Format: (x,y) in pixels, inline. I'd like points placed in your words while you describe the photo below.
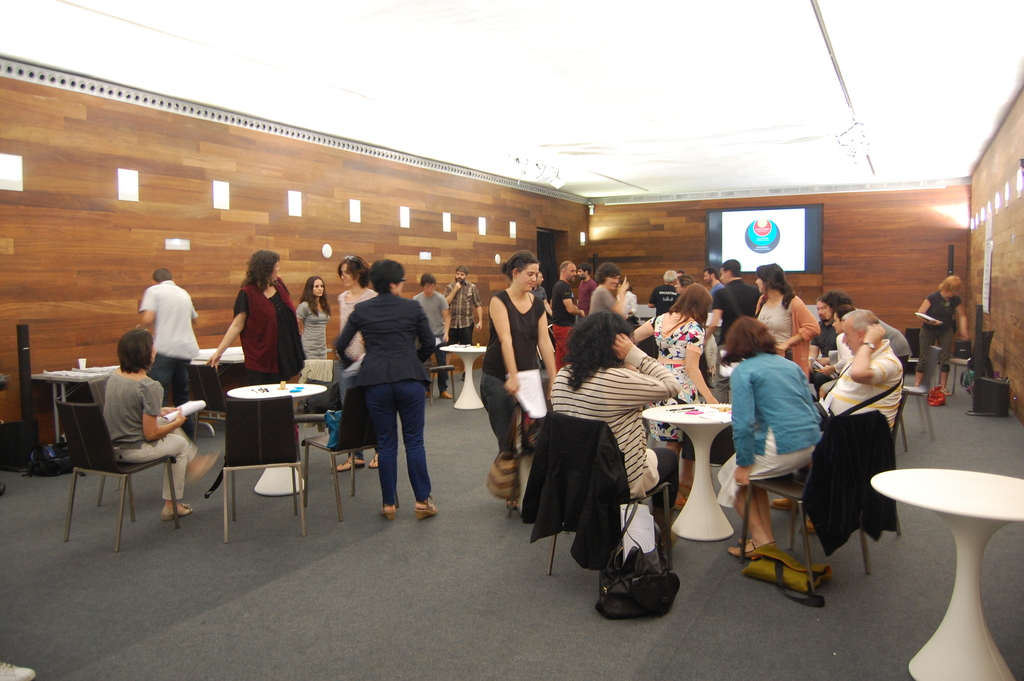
There is a room (307,335) in the picture in which some of them are sitting in the chairs (619,459) around some tables (694,435) and some of them are standing. In the background (757,240) there is a television (740,242) attached to the wall (704,216). There are some lights (229,196) in the walls (383,195).
